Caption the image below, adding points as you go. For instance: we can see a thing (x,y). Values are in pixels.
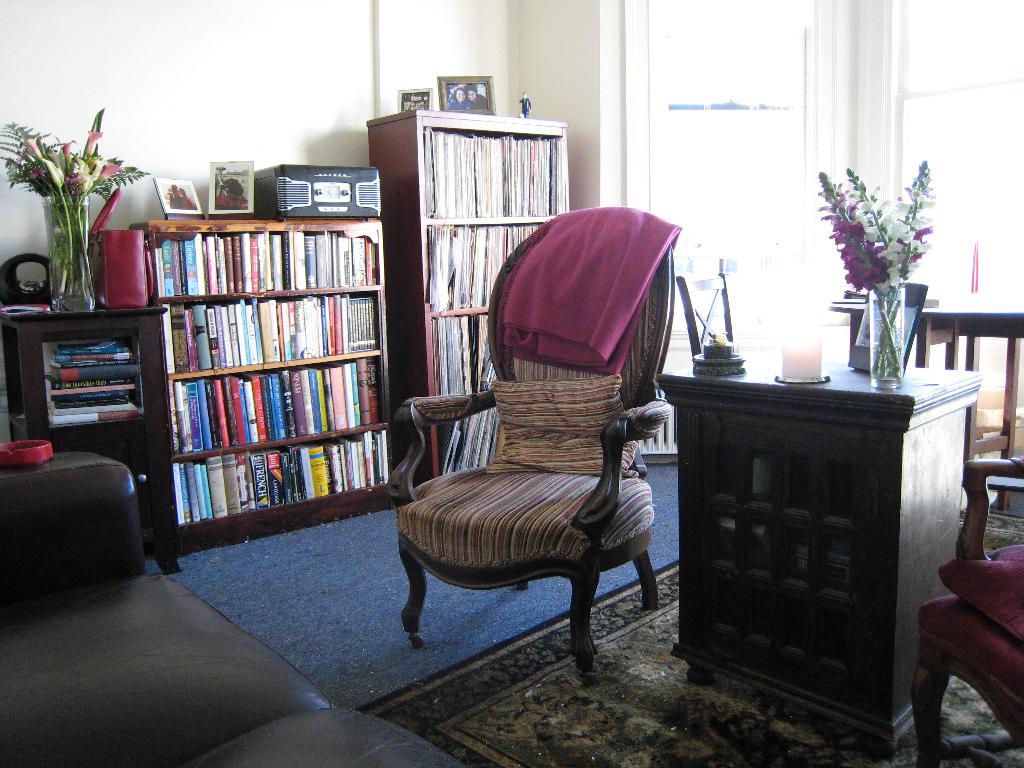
In this picture we can see a room (355,588) with chair (569,483) pillows (527,411), bed sheet (578,239) on it and aside to that candle (799,368), vase (896,318) with flowers (870,265) in it on table (761,503) and here we can see books (240,356) in racks (256,230), photo frames (244,186), sofa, wall (131,207), window (1003,132).
